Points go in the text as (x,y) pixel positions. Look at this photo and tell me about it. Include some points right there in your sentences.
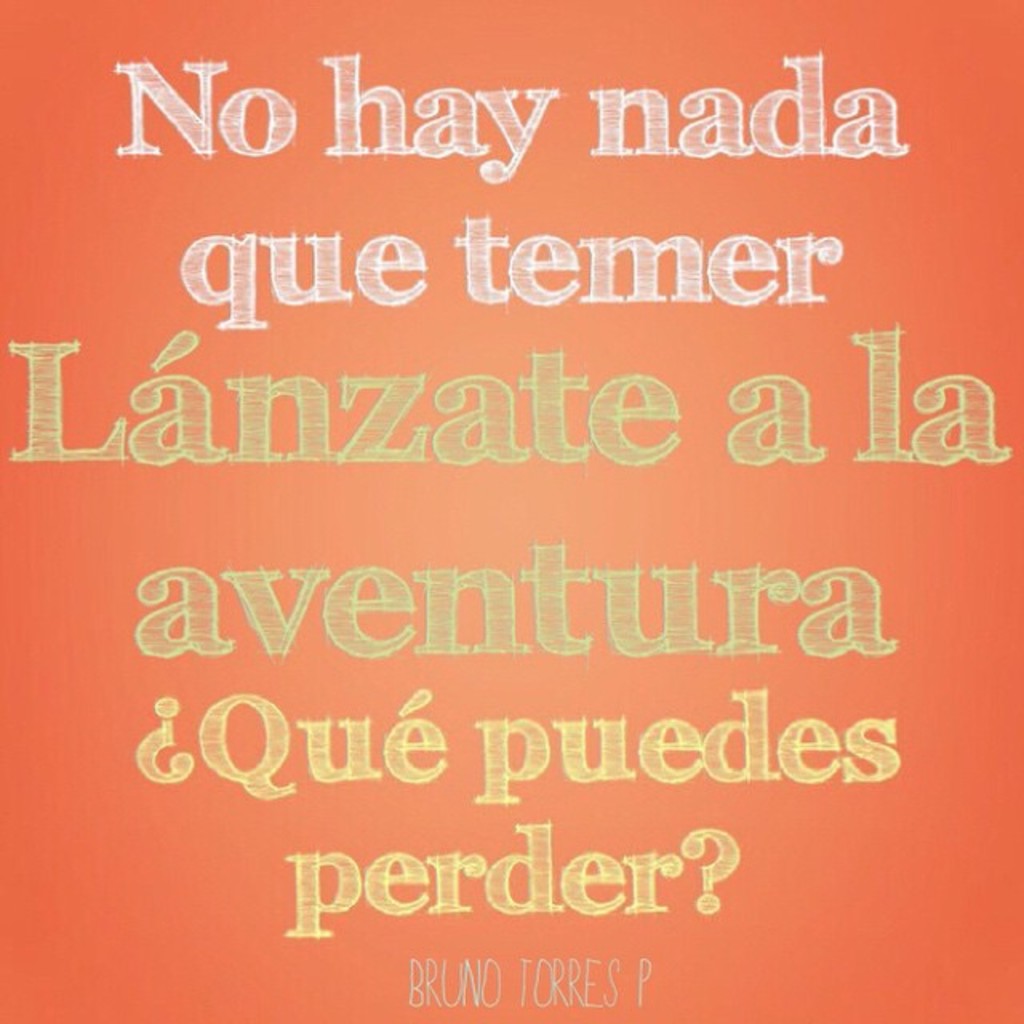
In the picture I can see something written on the image. The background of the image (236,510) is orange in color.
